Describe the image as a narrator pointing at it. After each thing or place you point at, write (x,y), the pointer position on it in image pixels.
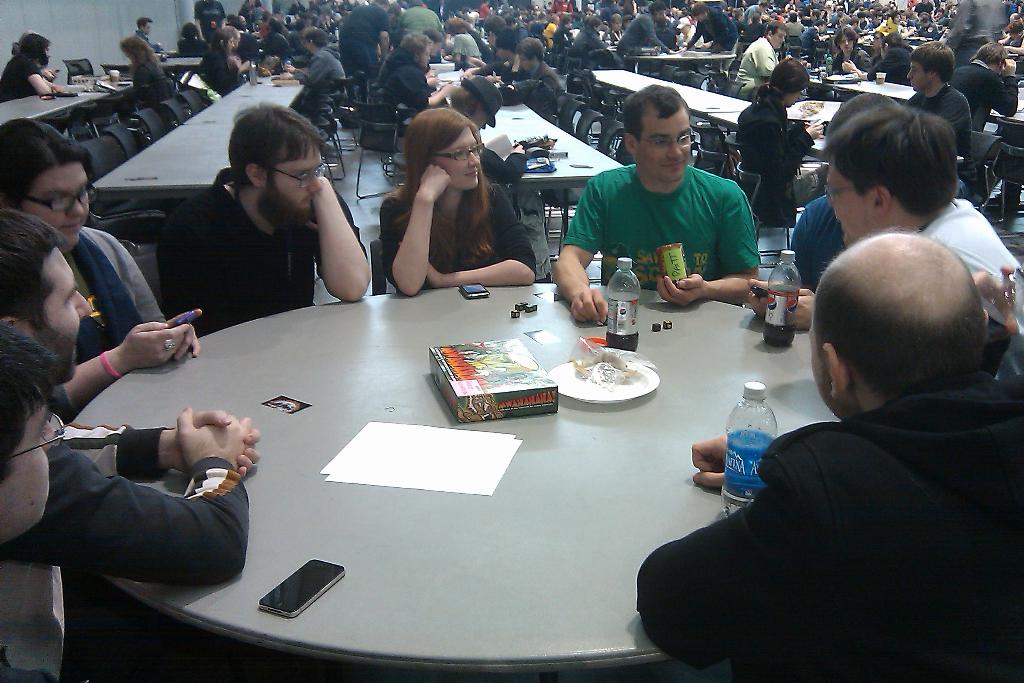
there are many people (317,220) sitting around a table (605,558) on which a paper (431,453), boxes (485,383), water bottles (608,317) and mobiles (324,574) were placed. Both men (68,293) and women (117,268) were sitting around this table (622,429). In the background (215,54) there are many people (301,28) sitting in their chairs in front of the tables (662,57).
